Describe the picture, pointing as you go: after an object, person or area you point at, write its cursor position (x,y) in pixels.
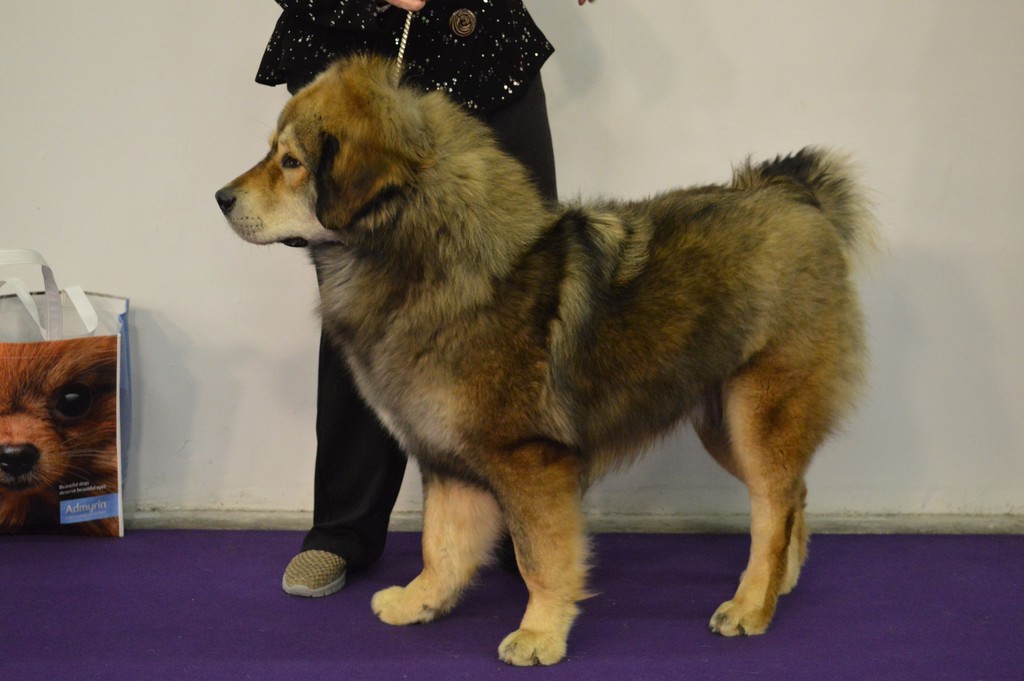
In this picture there is a dog (503,457) on the floor (223,652) and we can see a bag (123,311) and person (480,26), behind a person (485,113) we can see wall (190,177).
